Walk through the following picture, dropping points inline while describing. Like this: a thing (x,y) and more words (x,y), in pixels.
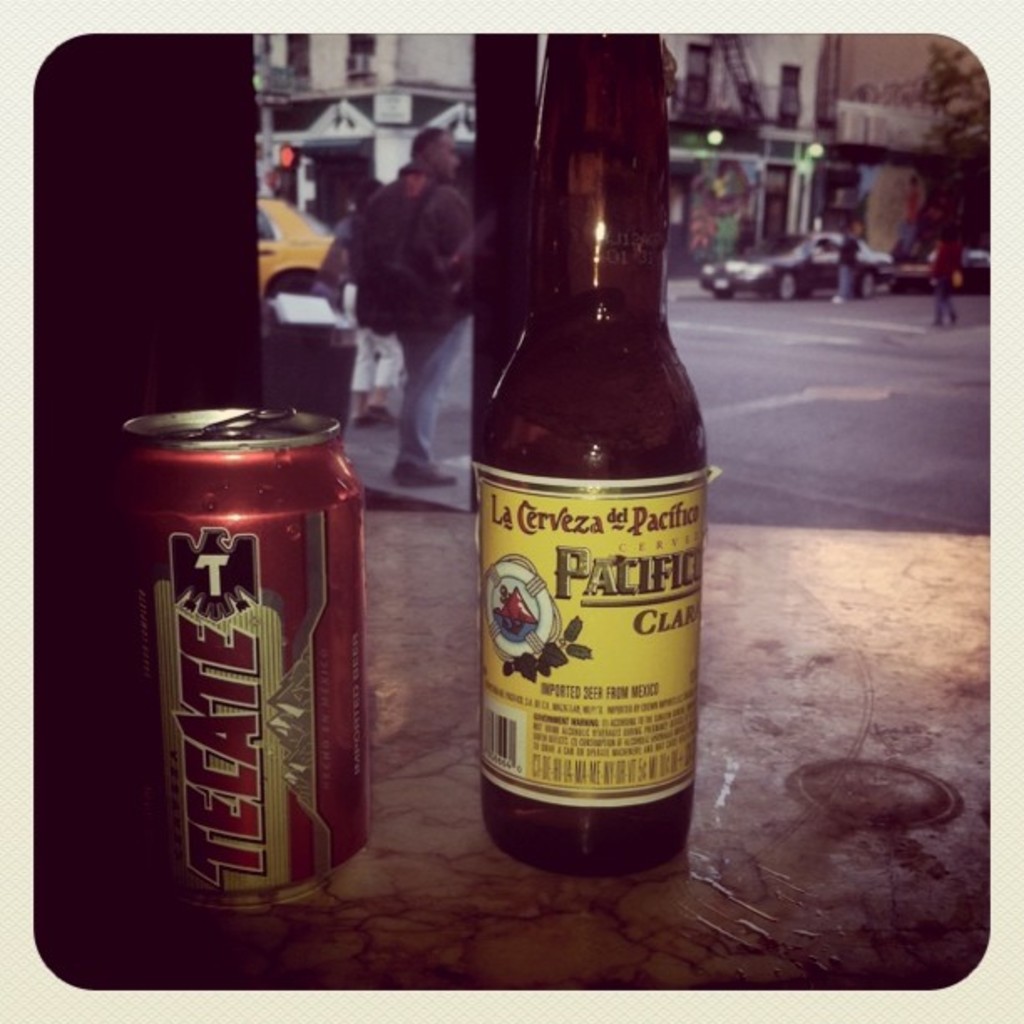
In this picture there is a bottle (481,684) at the center of the image (495,518) and there is a beer tin (169,746) at the left side of the image (265,861).
